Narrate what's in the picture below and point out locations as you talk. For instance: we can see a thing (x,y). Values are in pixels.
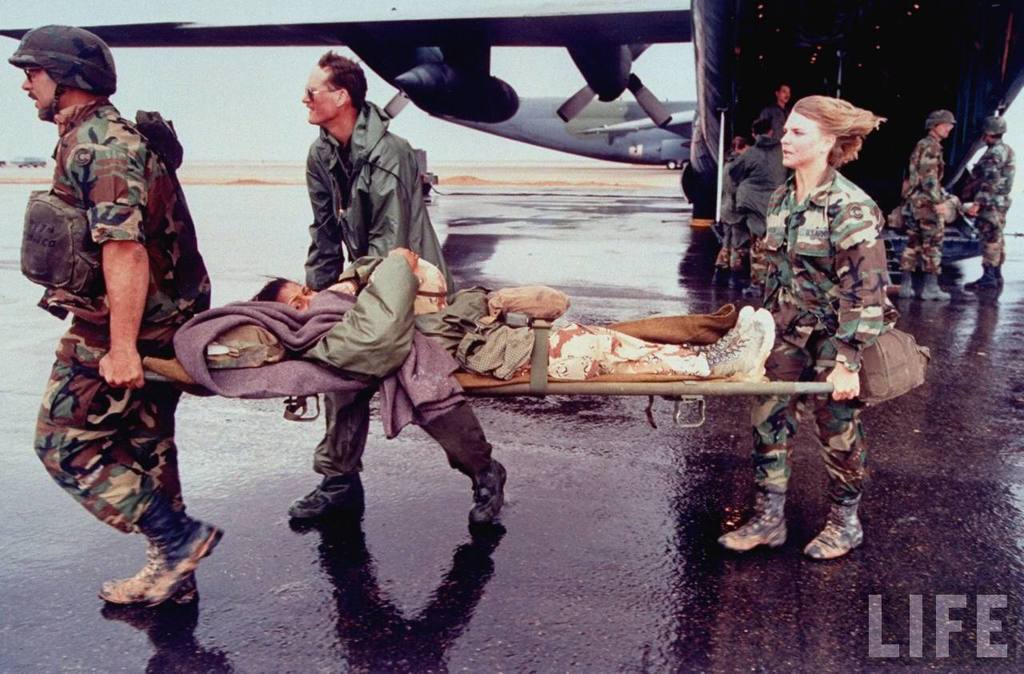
In this picture I can see a man (87,206) who is wearing helmet (56,54), spectacle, shirt (96,189), trouser (94,505) and shoe (156,583). On the right (879,266) there is a woman (851,253) who is wearing army uniform (856,265). Both of them are holding the bed (586,388). In that there is a woman (587,363) who is lying on bed (303,342). Beside them there is a man (372,153) who is wearing jacket (363,167), trouser (465,449) and shoes (486,500). In the background (709,210) I can see the plane (697,122) which is parked on the runway (676,216). Beside that I can see many army people (919,218) were standing. On the left (24,167) background (16,124) I can see the car (12,162), open land (232,164) and sky (277,148). In the bottom right corner (918,624) there is a watermark (914,626).
